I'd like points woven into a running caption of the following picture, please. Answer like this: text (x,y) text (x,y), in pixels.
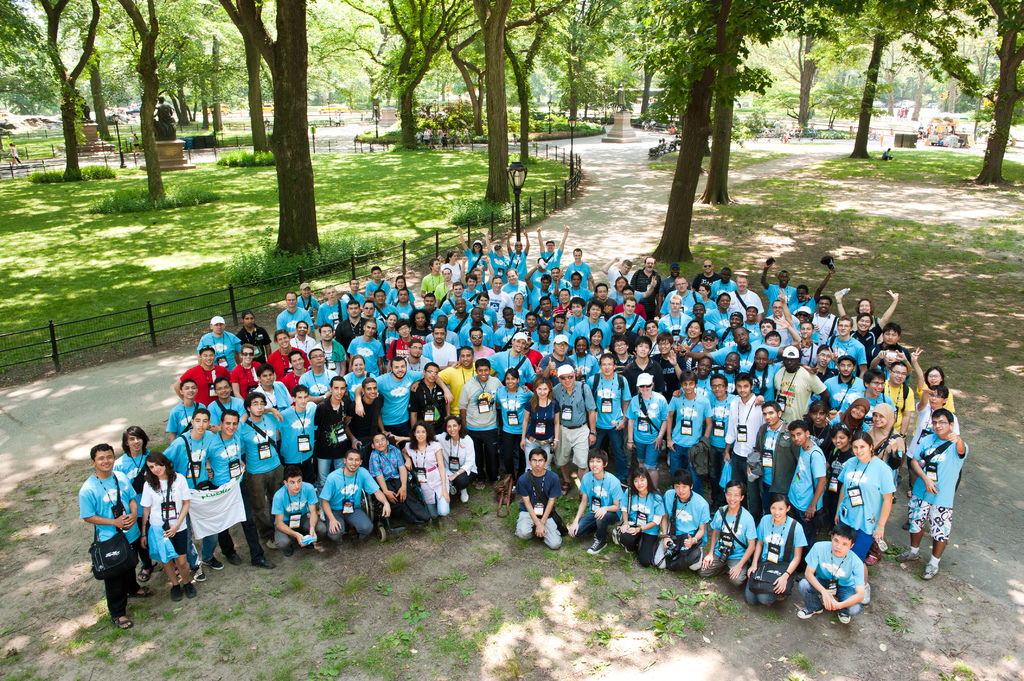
In this image we can see a group of people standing on the ground (730,621). We can also see some people (353,534) sitting on their knees (337,516) in front of them. On the backside (458,240) we can see a fence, street lamps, the bark (283,108) of the trees (291,249), some plants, a group of trees (460,13), grass (161,285), statues (167,144) and some people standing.
